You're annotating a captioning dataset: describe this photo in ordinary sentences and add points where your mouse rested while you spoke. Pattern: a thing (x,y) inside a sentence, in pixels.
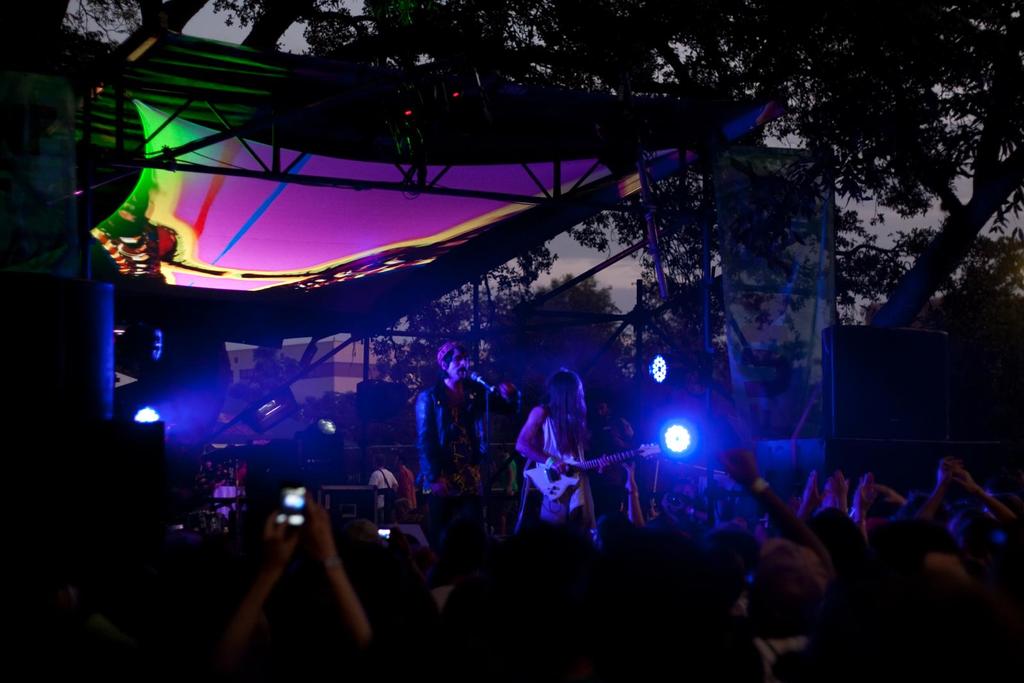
In this image we can see a few people (565,603), among them, one person (580,500) is playing a musical instrument (567,481) on the stage (506,488), there are some lights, trees (531,362), metal rods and a mic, also we can see the sky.
